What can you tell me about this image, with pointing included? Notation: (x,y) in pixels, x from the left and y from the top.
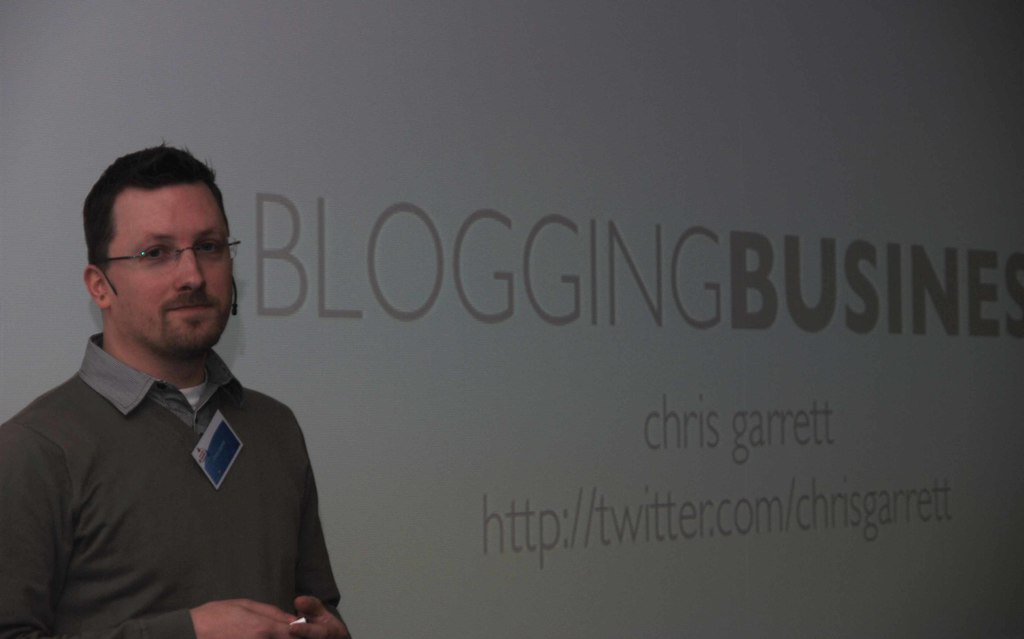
In this image, I can see the man (167,431) standing and smiling. He wore a shirt (173,449) and a spectacle (147,266). This looks like a badge (215,465). I think this is a kind of a hoarding (692,366) with the letters (626,509) on it.
